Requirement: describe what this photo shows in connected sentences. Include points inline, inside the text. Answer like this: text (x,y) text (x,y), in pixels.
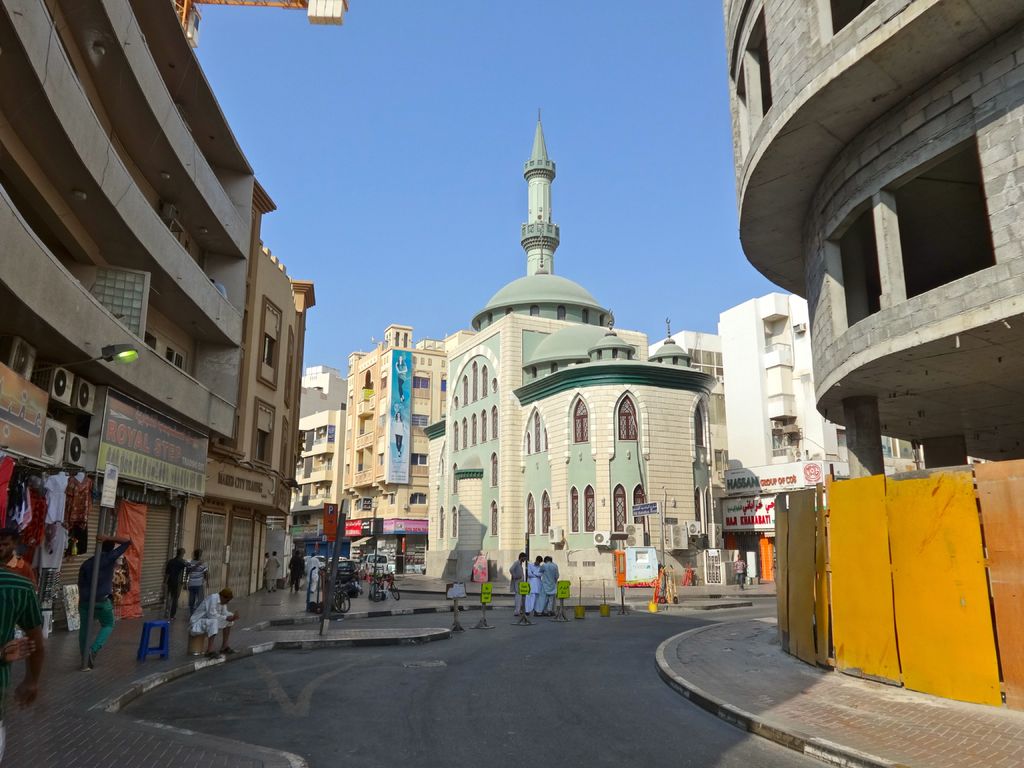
This is an outside view. At the bottom of the image (523,708) there is a road (441,704). On the left side (26,651) few people (39,636) are walking on the footpath (127,659). On both sides of the road (425,712) there are some buildings (291,444). At the top (417,82), I can see the sky (376,134).
